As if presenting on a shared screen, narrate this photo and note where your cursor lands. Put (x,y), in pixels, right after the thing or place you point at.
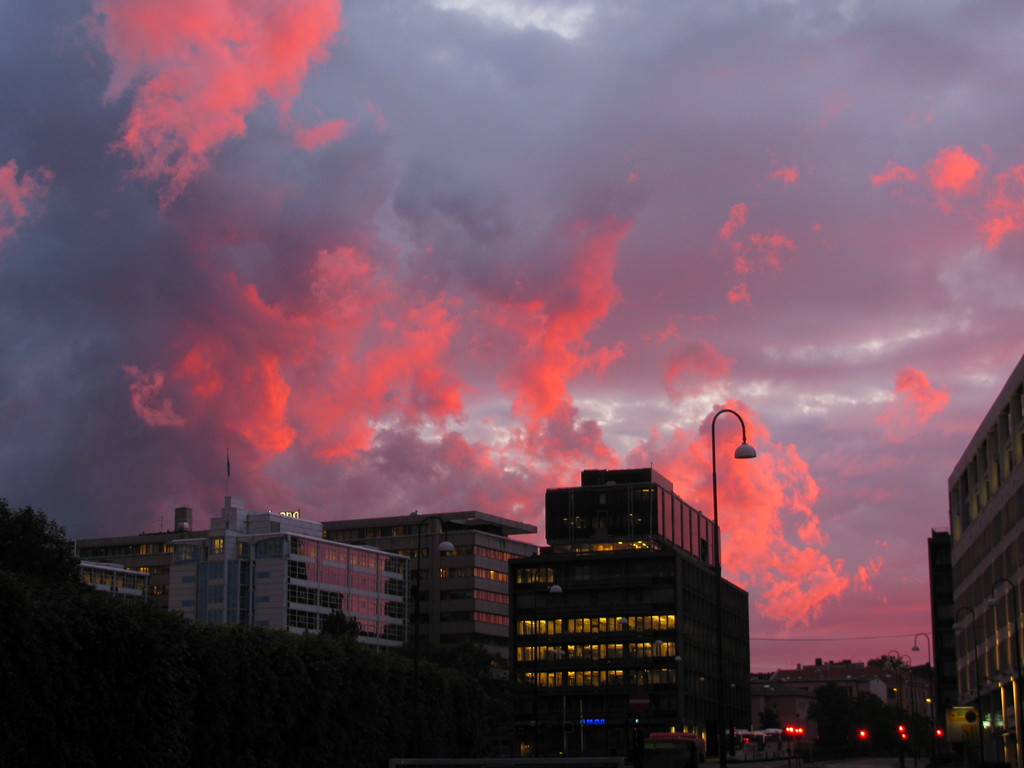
This picture is taken during night and at the top (140,224) I can see the sky (470,331) and sky (310,327) color is in red color and in the middle (606,494) I can see trees (83,595) and building (632,617) and lights poles (720,670) and traffic signal light (799,724) visible.
